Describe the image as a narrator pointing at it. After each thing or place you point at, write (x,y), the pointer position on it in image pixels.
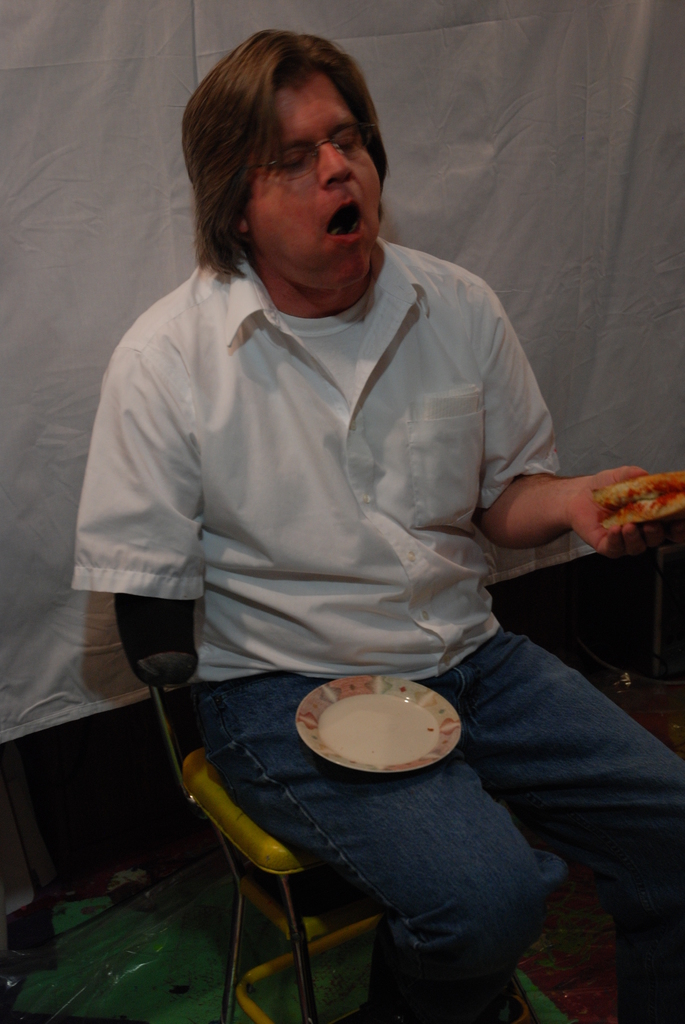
This image consists of a man (327,570) who is handicapped. He is sitting on a chair (302,945). He is wearing white shirt (299,622) and blue jeans (543,757), plate (364,698) is placed on his lap (559,729). He is holding some eatable (637,504) on his hand (587,479). He wore specs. There is a cloth (622,382) behind him.
